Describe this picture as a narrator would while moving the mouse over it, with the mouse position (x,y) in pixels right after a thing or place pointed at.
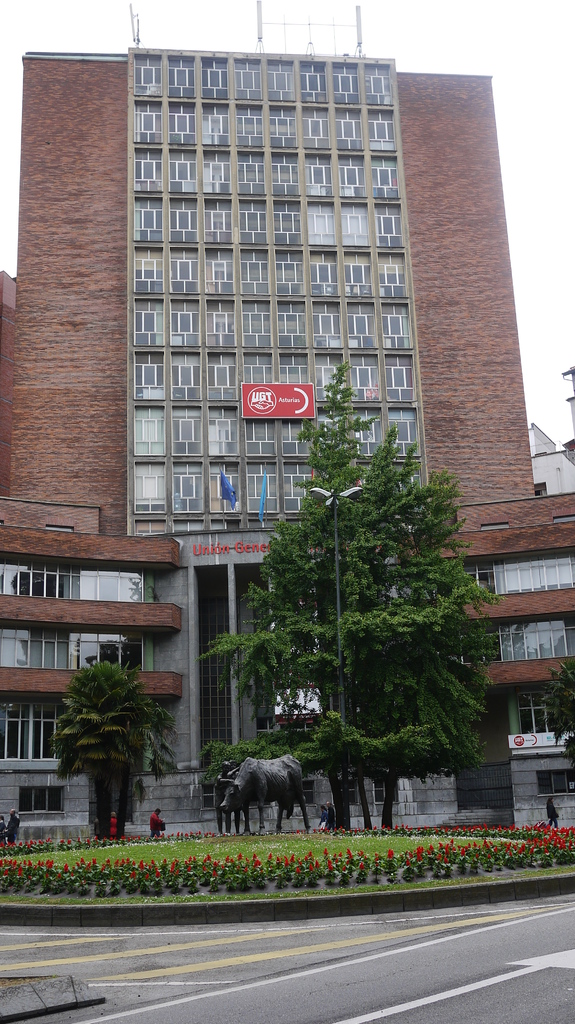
In this image I can see a building (105,265) in brown color, in front (368,537) I can see trees (327,605) in green color and a statue (266,798), I can also see few flowers (214,874) in red color.
